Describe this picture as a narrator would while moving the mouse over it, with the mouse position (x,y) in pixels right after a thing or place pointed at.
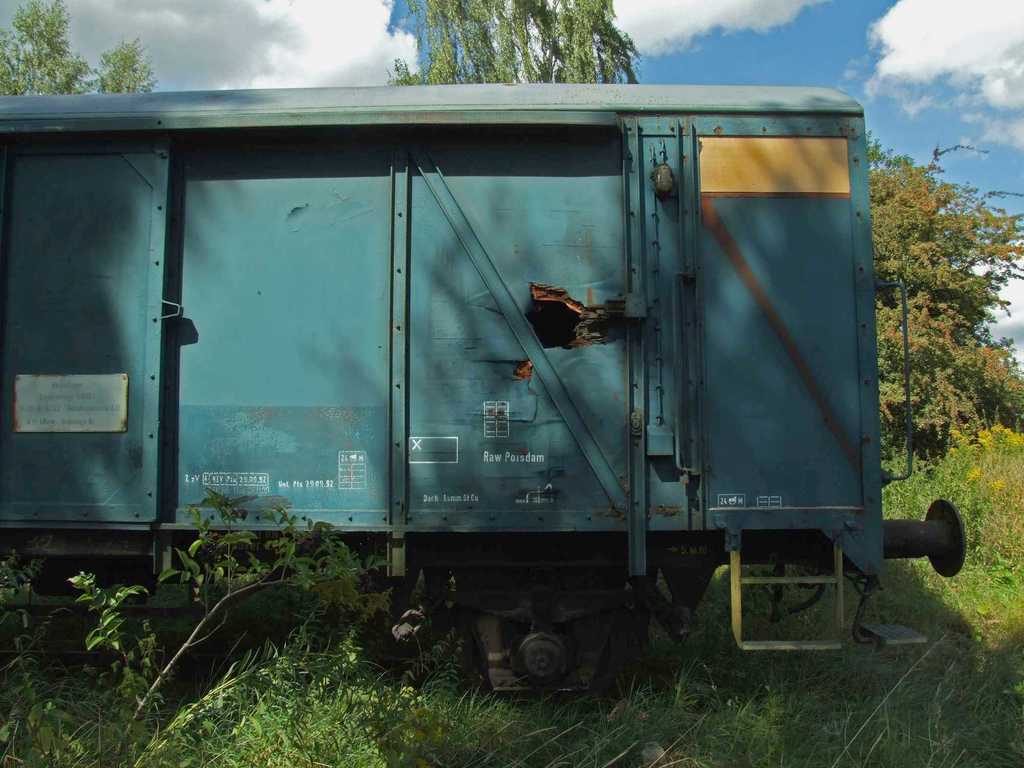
In this picture there is a train (339,326) in the center of the image (629,386) and there are plants (968,551) at the bottom side of the image (786,716).
